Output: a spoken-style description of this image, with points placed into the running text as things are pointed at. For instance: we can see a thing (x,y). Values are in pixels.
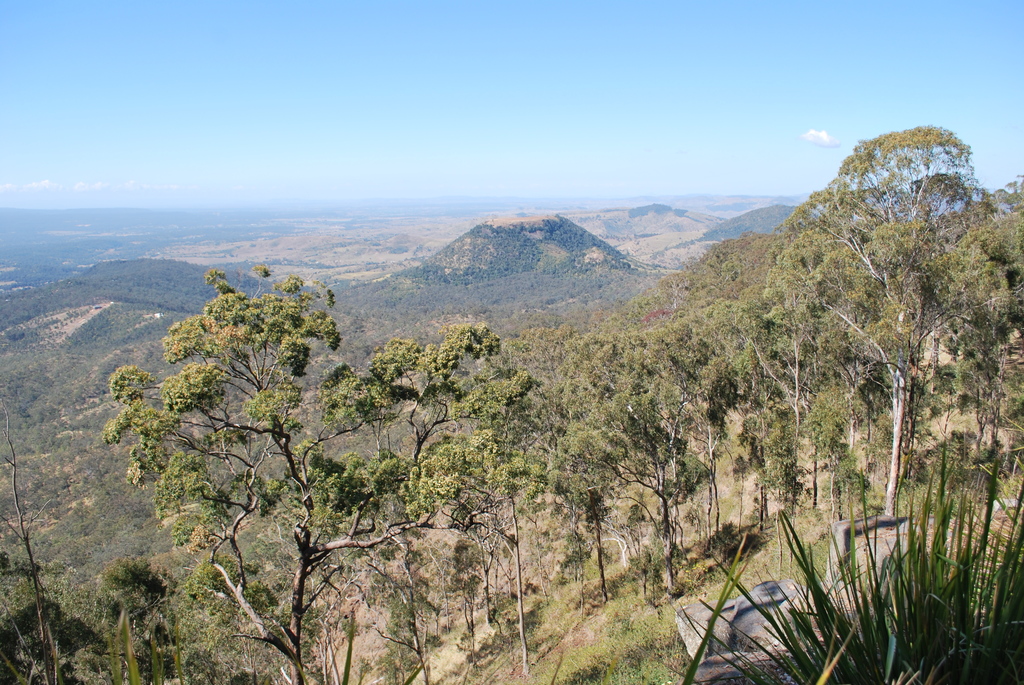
In the image there are plants (157,655) and trees (480,296) all over the place and behind there are hills (531,276) and above its sky (463,166).
